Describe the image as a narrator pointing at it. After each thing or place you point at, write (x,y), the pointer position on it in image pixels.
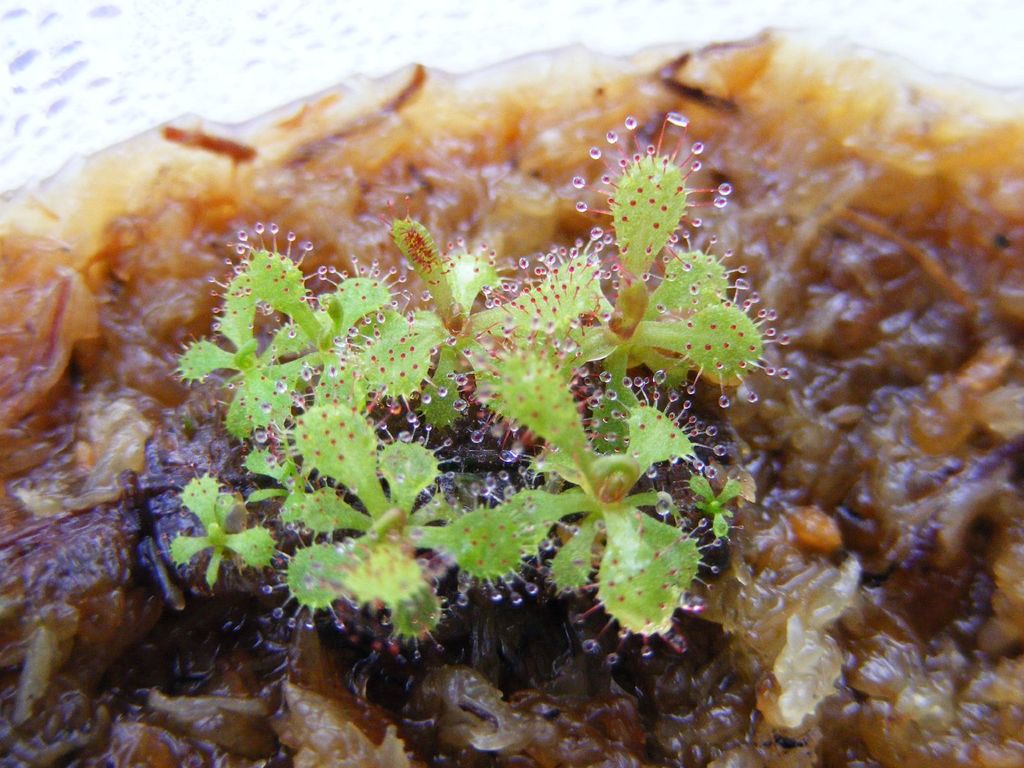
In the image there are few carnivorous plants (451,424).
